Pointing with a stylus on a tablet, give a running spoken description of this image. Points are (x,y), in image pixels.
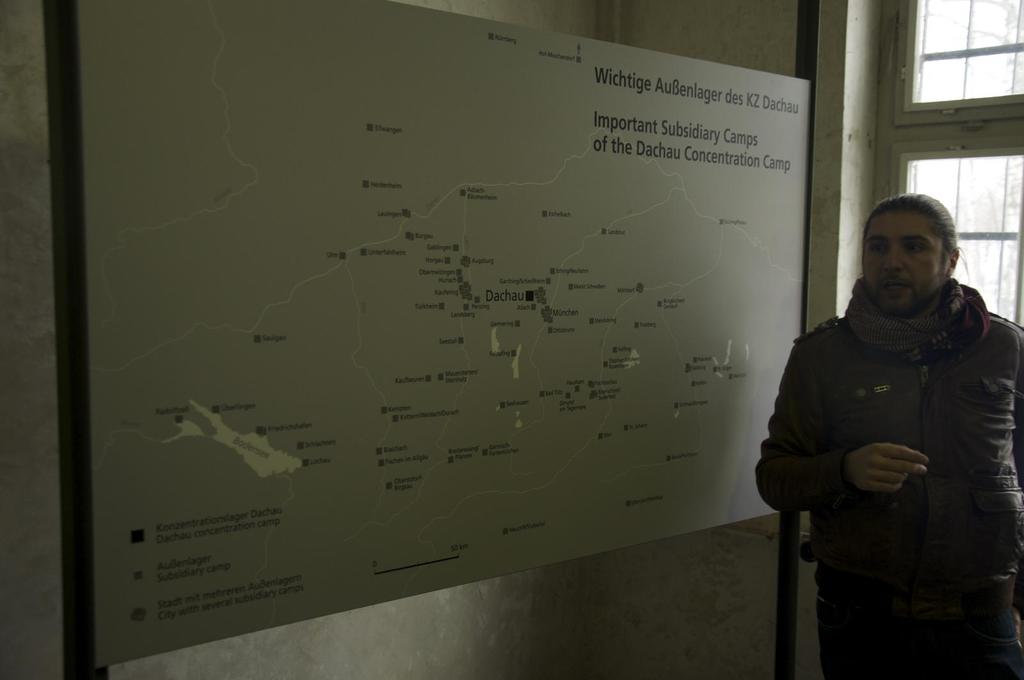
In this image there is a person (880,457) standing beside a window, there is some text (278,341) on the board (441,368).
